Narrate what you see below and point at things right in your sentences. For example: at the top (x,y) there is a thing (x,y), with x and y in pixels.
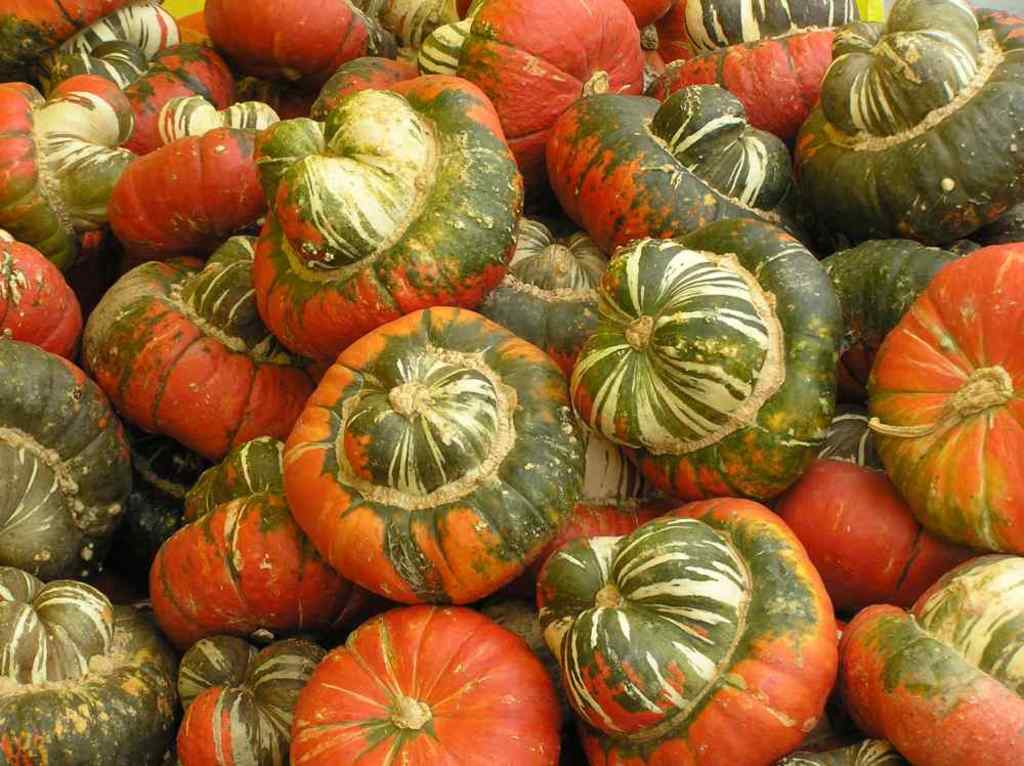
In this picture I can see so many pumpkins (470,434).
